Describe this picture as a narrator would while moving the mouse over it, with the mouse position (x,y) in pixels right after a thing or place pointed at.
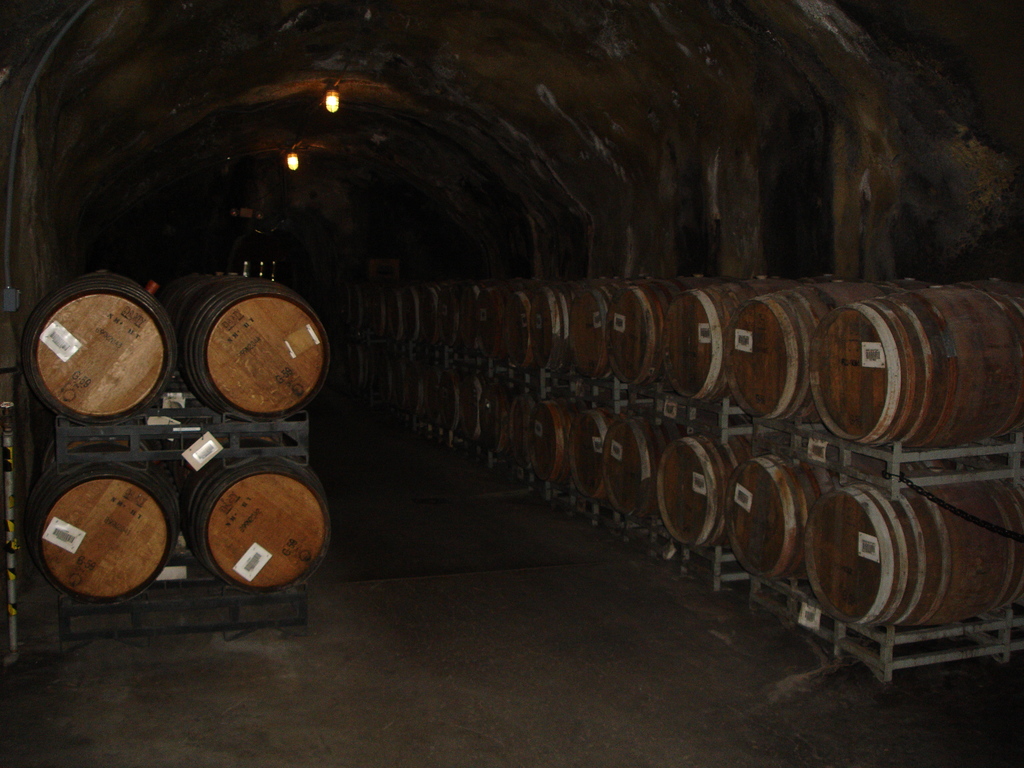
There is a tunnel (362,24) and a lot of goods (723,510) are kept inside the tunnel (356,454), there are two lights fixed to the roof (339,128).
